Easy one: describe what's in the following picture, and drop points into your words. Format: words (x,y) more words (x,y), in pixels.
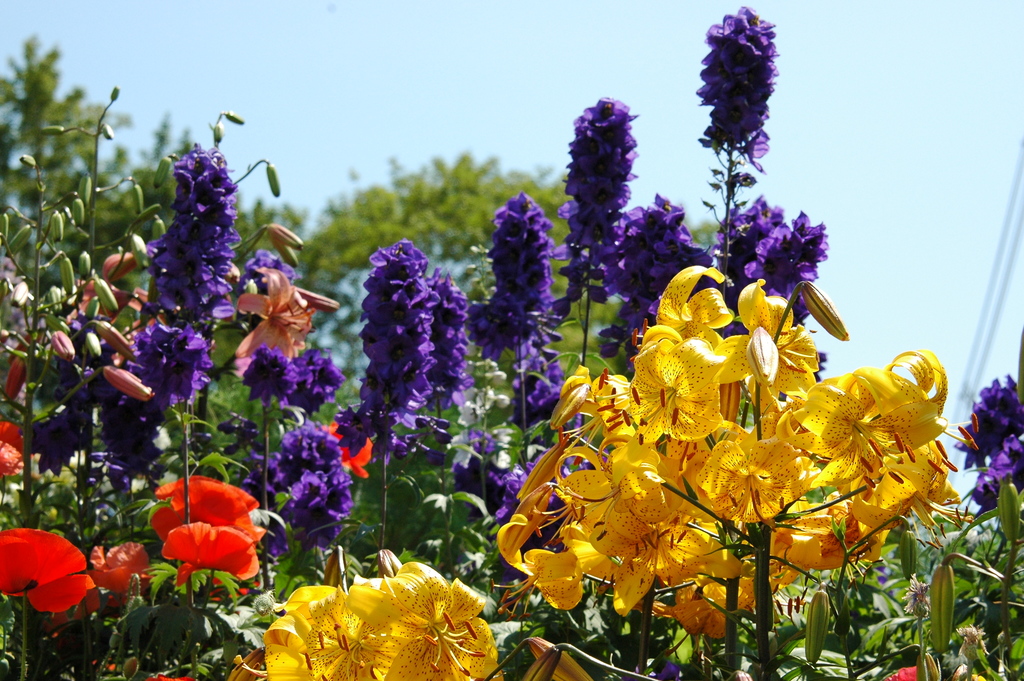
In the center of the image (519,309) we can see plants (439,539) with different colored flowers (655,221). In the background (699,194), we can see the sky (699,194) and trees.
